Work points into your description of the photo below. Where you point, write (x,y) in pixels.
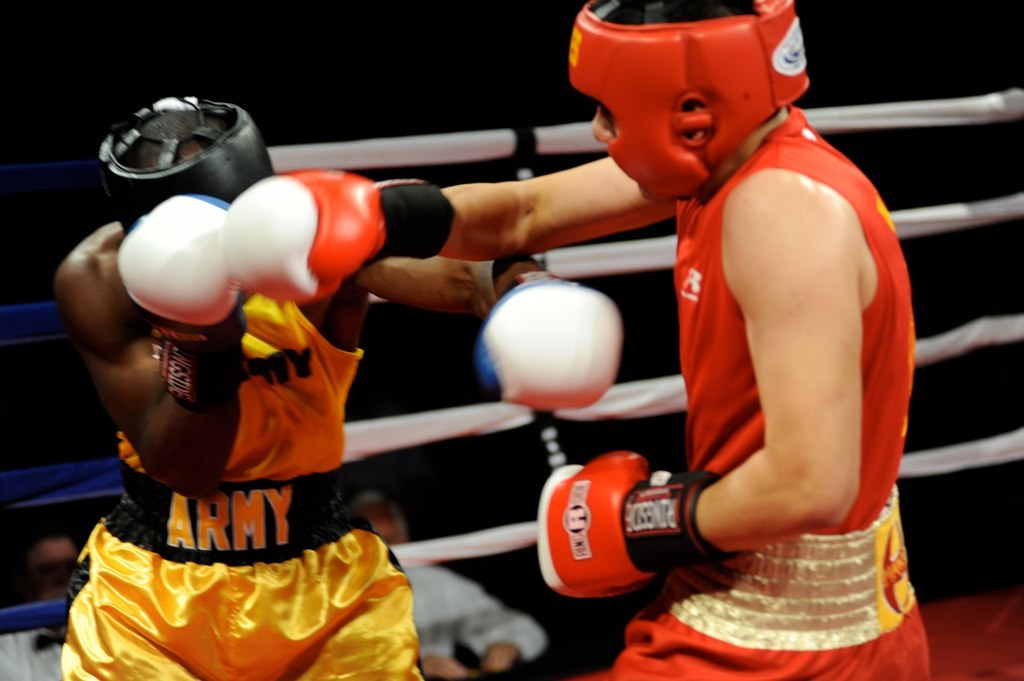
There are two persons (613,131) in different color dresses (905,325), fighting on a stage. Beside them, there is a fence (386,421). In the background (386,530), there are two persons (47,667). And the background (503,26) is dark in color.
